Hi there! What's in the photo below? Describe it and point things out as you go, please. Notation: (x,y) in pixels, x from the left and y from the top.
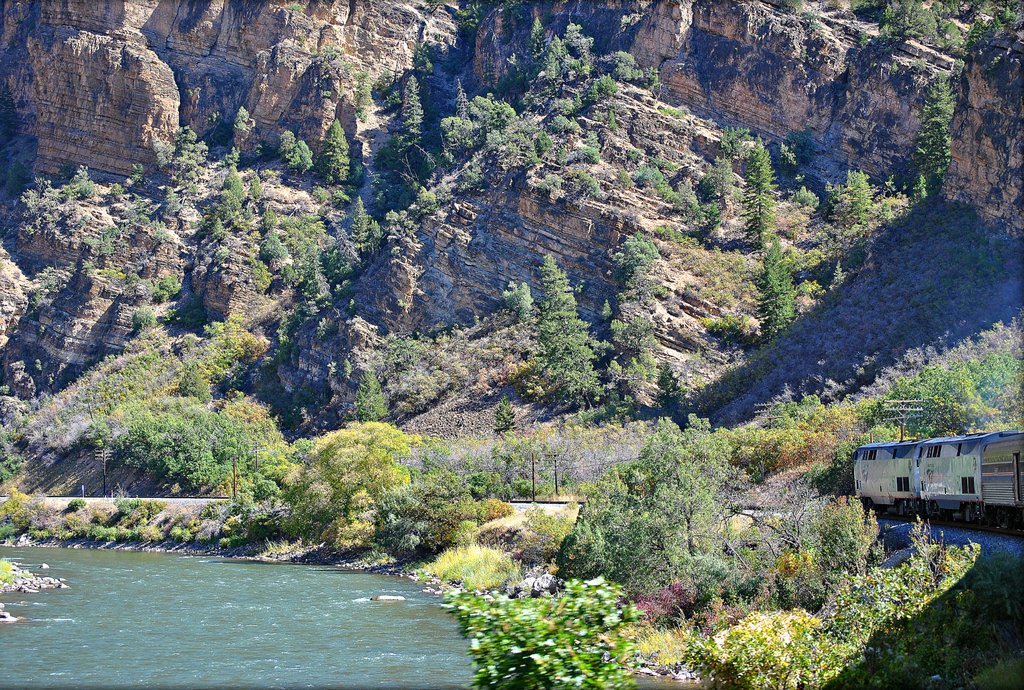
This is an outdoor picture. The train (939,479) is on a train track (1023,532). Number of trees (714,540) in green color. This is a river (229,593) with a fresh water (281,642). This is a mountain (107,78).
